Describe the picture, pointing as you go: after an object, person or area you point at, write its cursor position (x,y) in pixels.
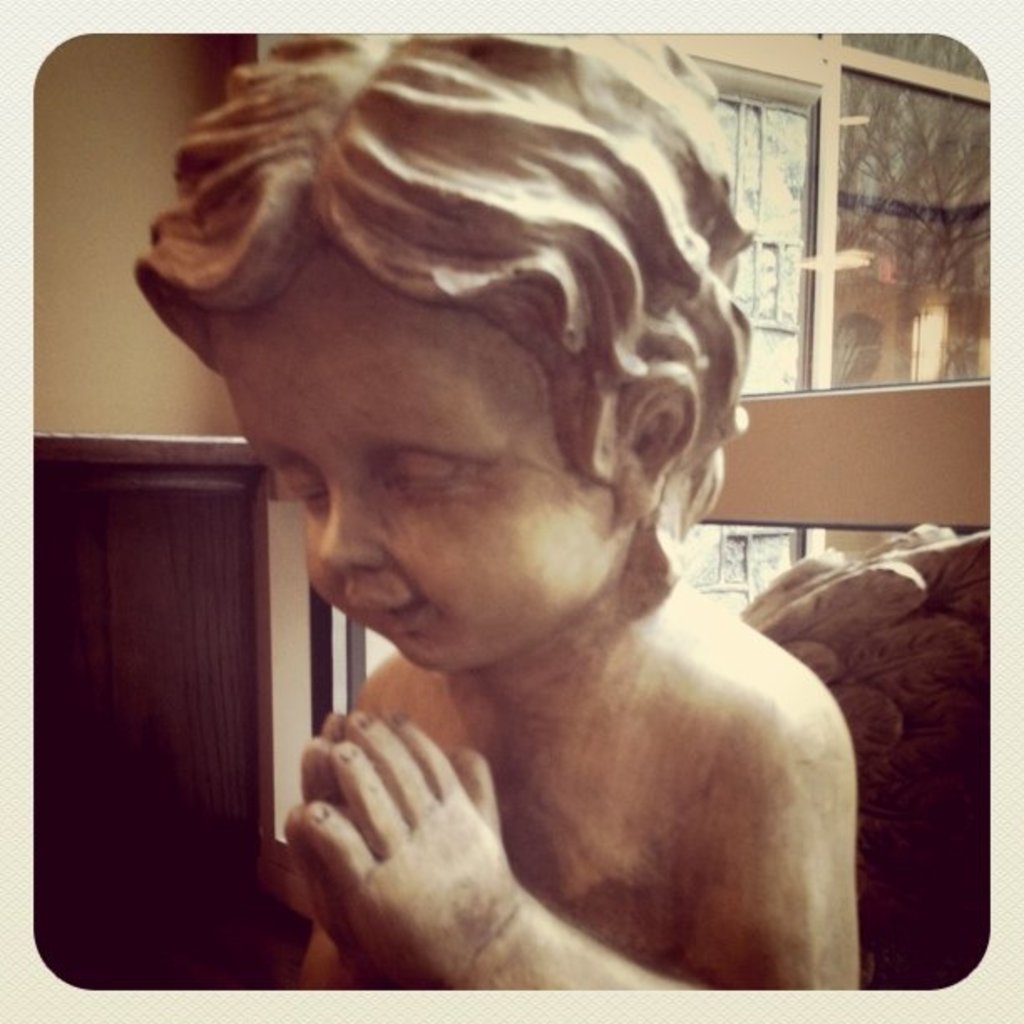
In the image in the center (607,620) we can see one baby statue (625,715). In the background (110,213) we can see building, wall (130,153), glass (873,134), window (887,129).
